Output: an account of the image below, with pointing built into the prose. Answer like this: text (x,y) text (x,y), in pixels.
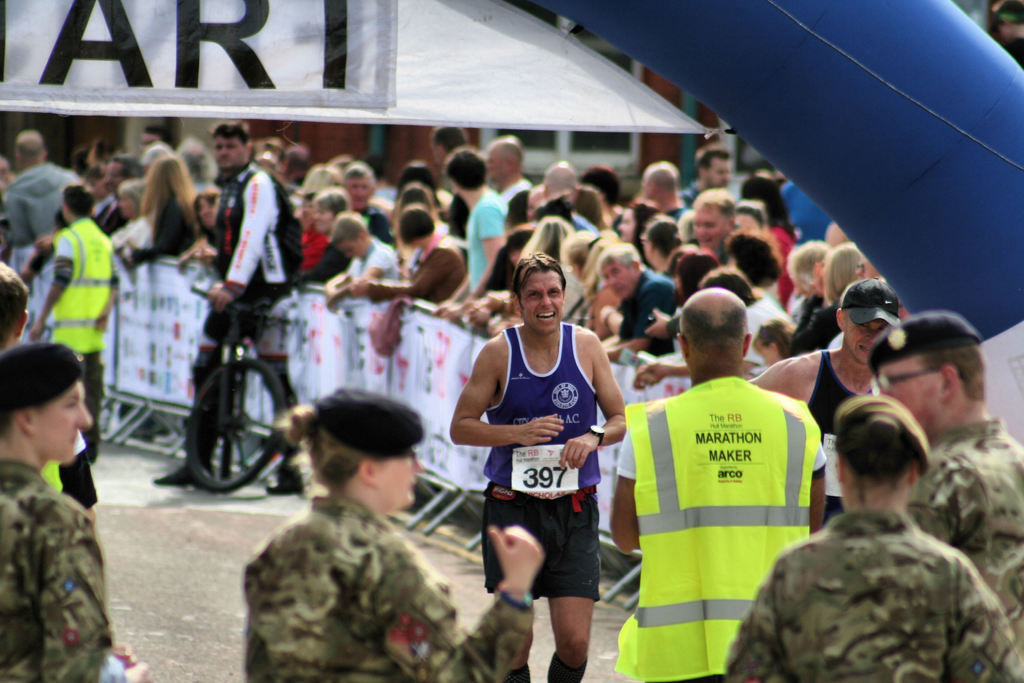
Here in this picture, in the front (273,529) we can see a group of military people (909,368) standing over a place (164,660) and we can also see other people (674,418) present on the track (185,492) and we can also see a person (231,206) with a bicycle (237,345) present and beside him we can see a barricades (291,310) present and beside that we can see other number of people (600,172) standing and watching and at the top (959,187) we can see some arch like structure (957,174) present and we can see some people (870,462) are wearing caps (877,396).
